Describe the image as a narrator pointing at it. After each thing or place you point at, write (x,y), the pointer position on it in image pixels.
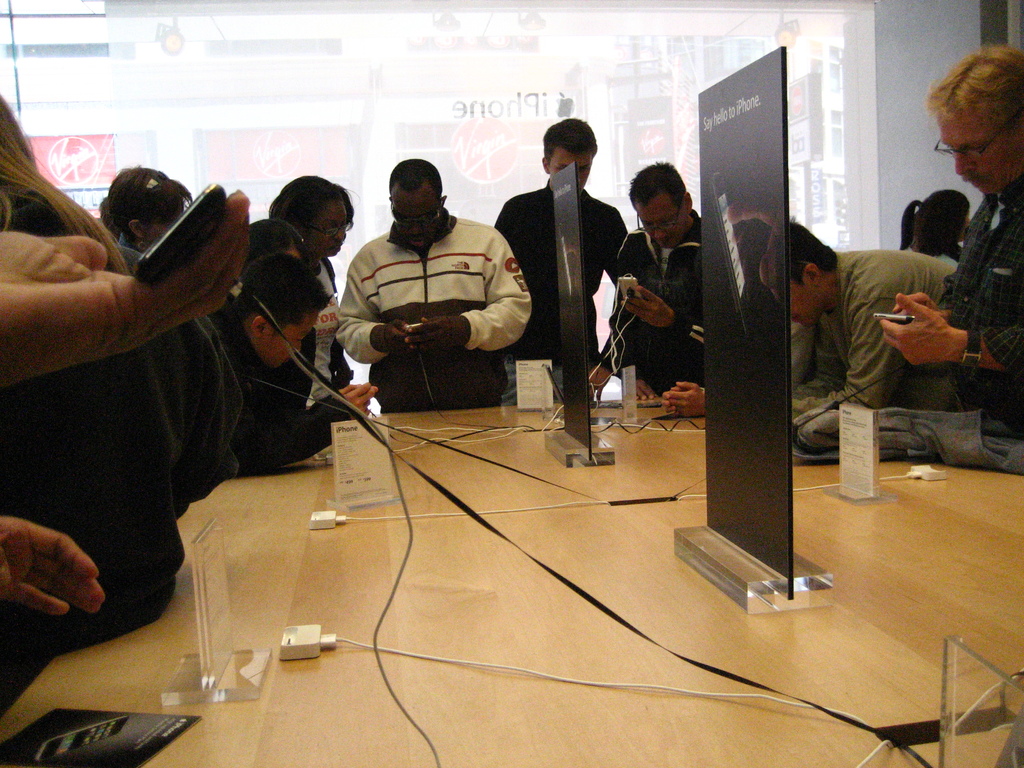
In this image I can see the cream colored table (549,631) on which I can see few wires (460,661), few black colored boards (762,165) and I can see few persons (189,327) standing around the table (514,616). I can see few of them are holding objects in their hands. In the background (87,157) I can see the glass (125,131) through which I can see few buildings (413,73).
